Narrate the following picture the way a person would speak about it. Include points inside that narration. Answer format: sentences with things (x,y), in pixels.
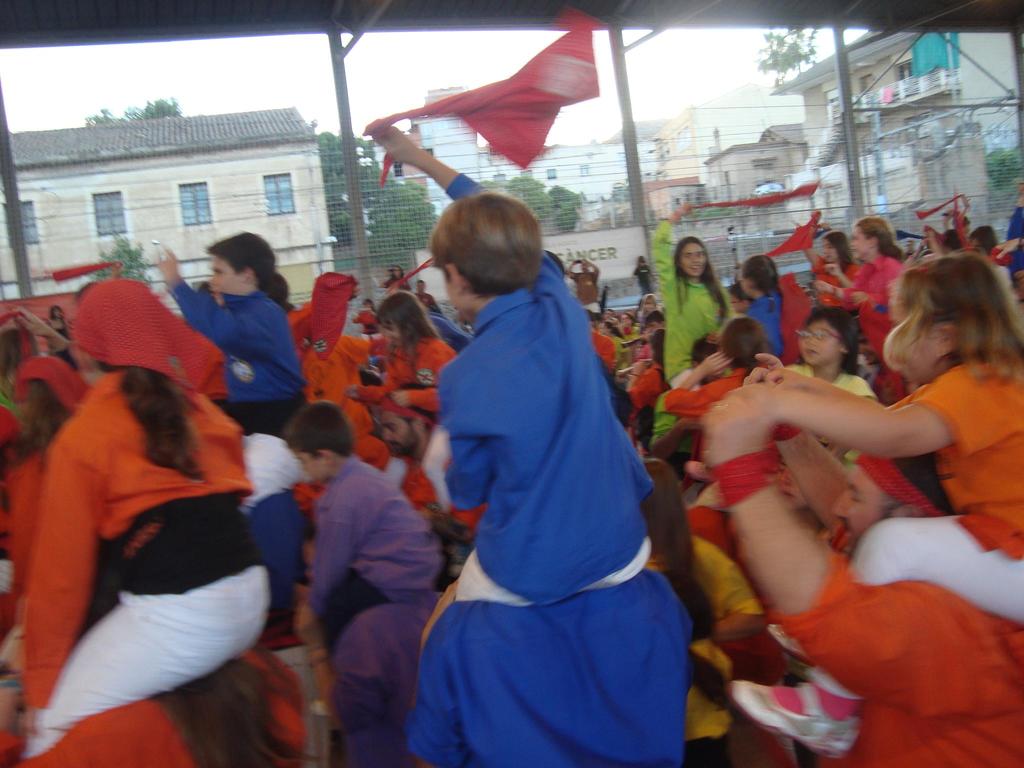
In this picture we can see many people (806,469) with kids (483,232) on their shoulders (574,626) wearing colorful dresses (486,435). In the background (463,167), we can see houses (605,179) and trees (393,224).
